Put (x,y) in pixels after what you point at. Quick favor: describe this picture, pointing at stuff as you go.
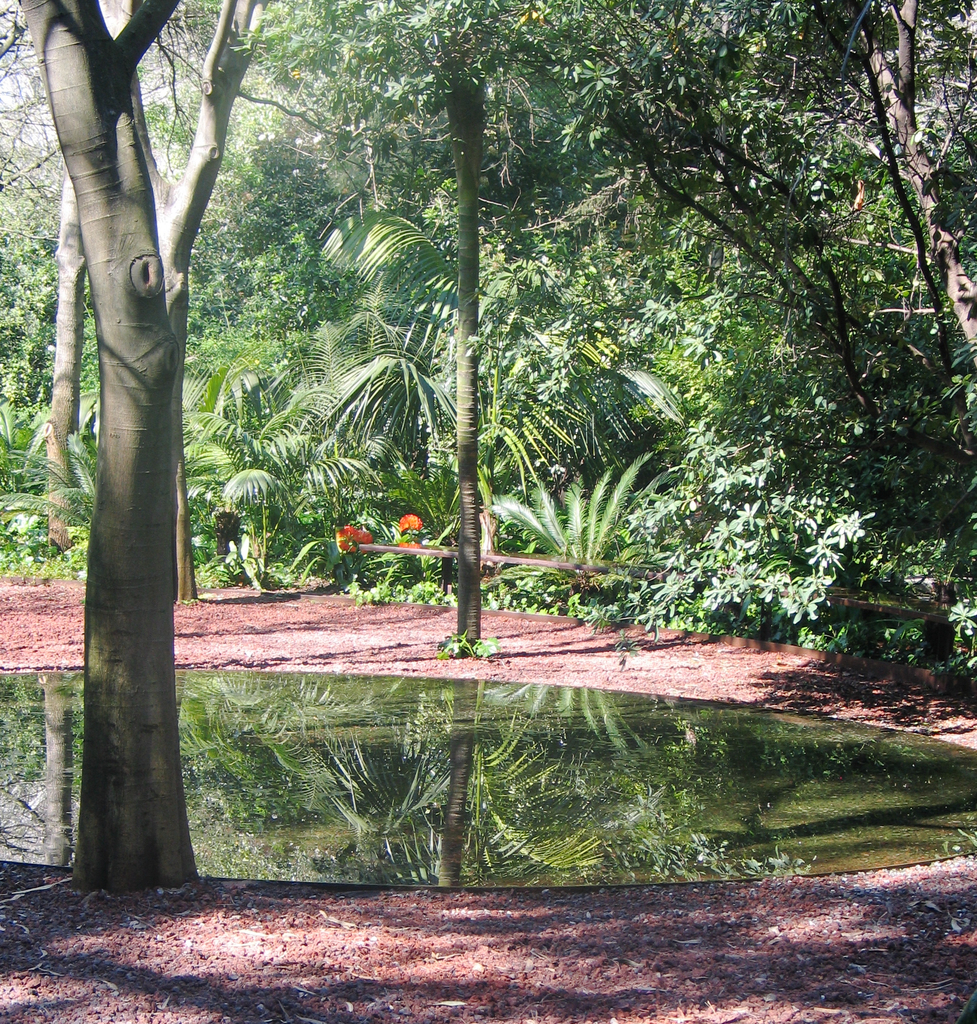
In this image in front (815,796) there is water (628,840). At the bottom (403,946) there are mud (737,967) and stones (791,965). In the background (13,410) there are plants (411,281) and trees (465,241).
